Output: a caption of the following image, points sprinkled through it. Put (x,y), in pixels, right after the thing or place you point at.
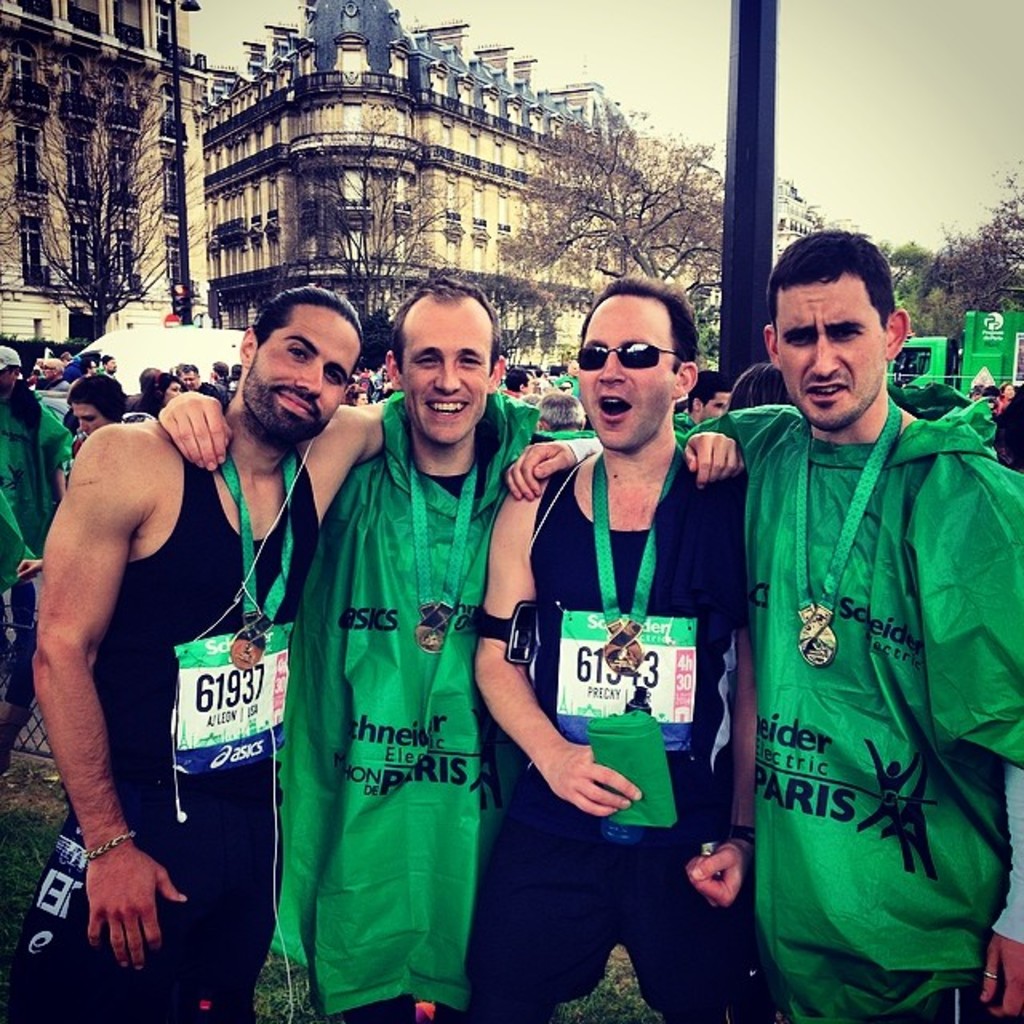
In the foreground of this image (348,734), there are four men (459,719) standing and posing to a camera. In the background (111,389), there are people (184,380), a pole (742,159), few vehicles (989,342), buildings (354,113), trees (643,195) and the sky (556,19).
